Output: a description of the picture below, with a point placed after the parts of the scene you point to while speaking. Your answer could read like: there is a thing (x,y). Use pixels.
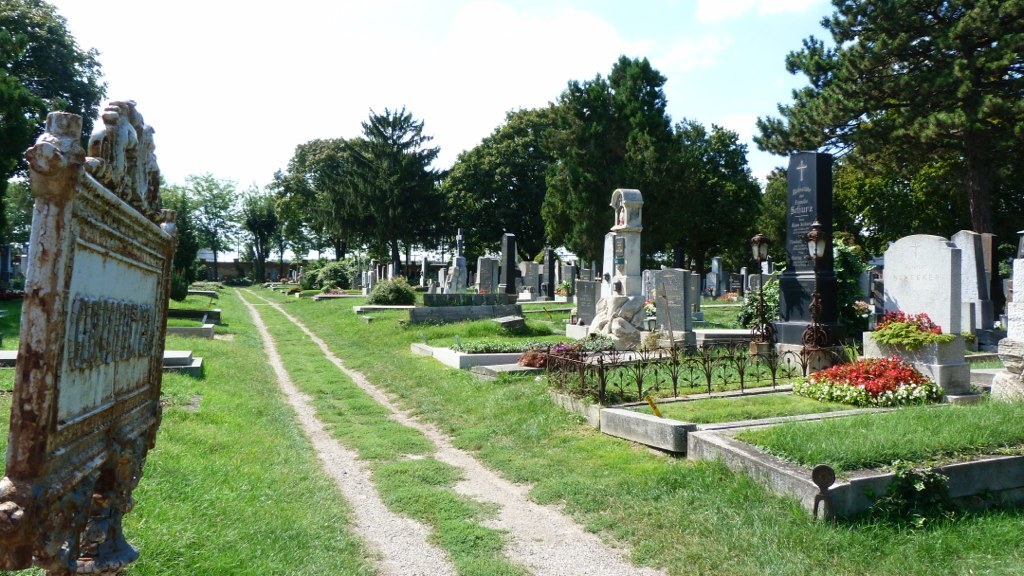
In this image I can see the ground (551,444), some grass (551,444) on the ground (501,439), a metal board (115,319), a cemetery (467,299) with few tombstones (634,303) and few flowers (817,374) which are red and cream in color. In the background (634,181) I can see few trees (489,175) and the sky (382,43).
